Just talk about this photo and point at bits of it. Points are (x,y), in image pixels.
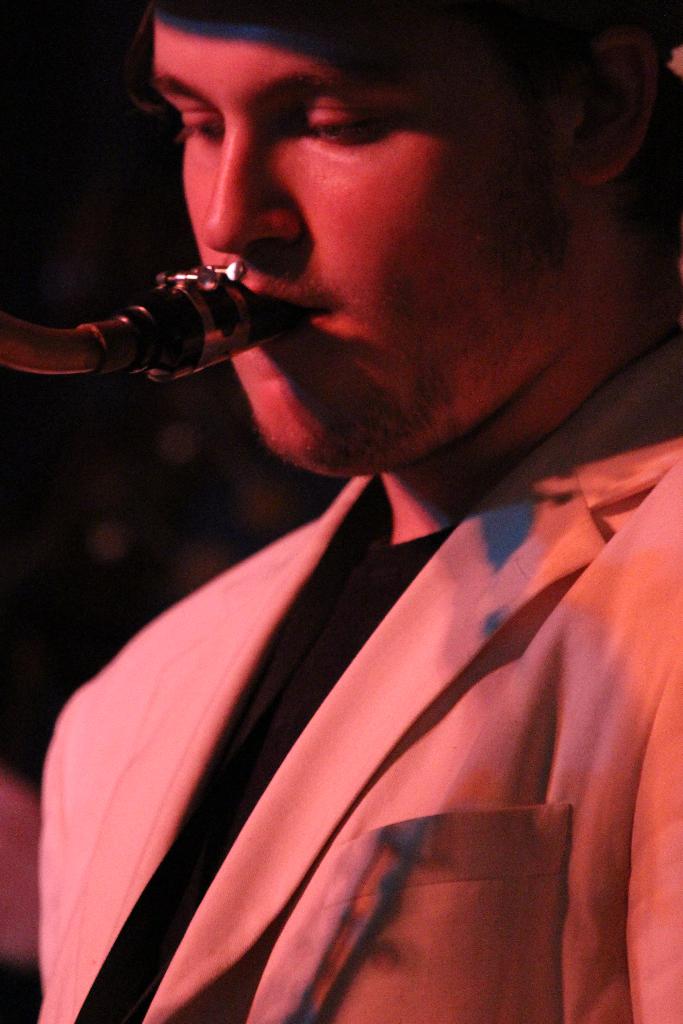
In this image there is a person (311,365) playing a musical instrument (177,322), the background of the image (121,493) is dark.
